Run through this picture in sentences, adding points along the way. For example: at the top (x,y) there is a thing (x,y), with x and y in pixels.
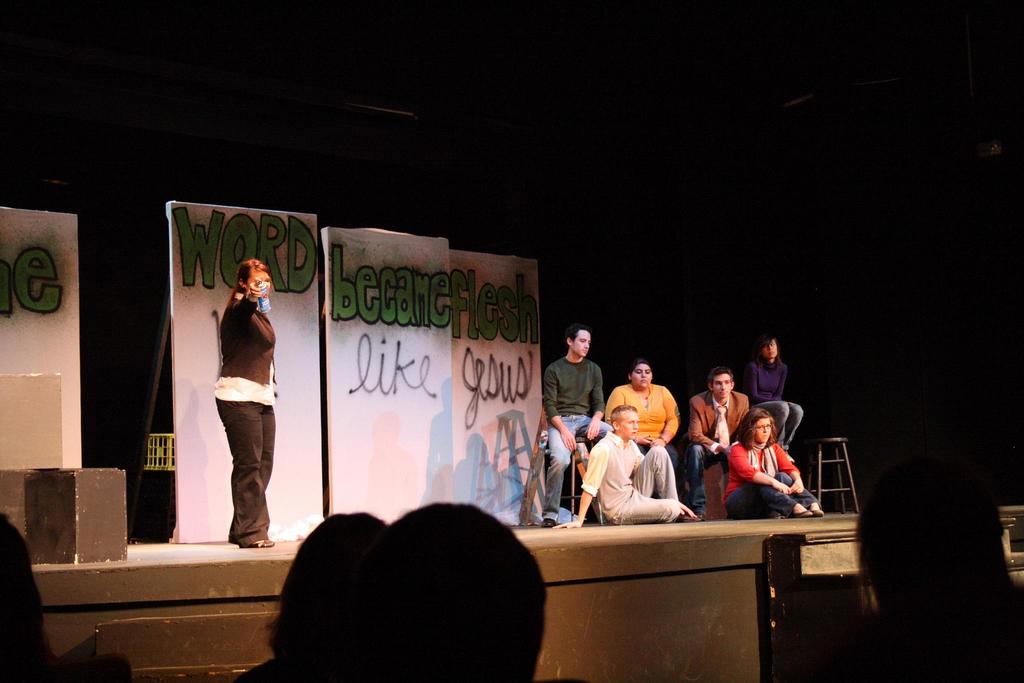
In this image we can see a person (245,314) holding an object (260,306) and standing on the dais (622,528). There are people (619,452) sitting. In the background (490,381) there are boards (429,334). On the left (43,517) there is a speaker (39,518) and we can see a stool (835,476).
